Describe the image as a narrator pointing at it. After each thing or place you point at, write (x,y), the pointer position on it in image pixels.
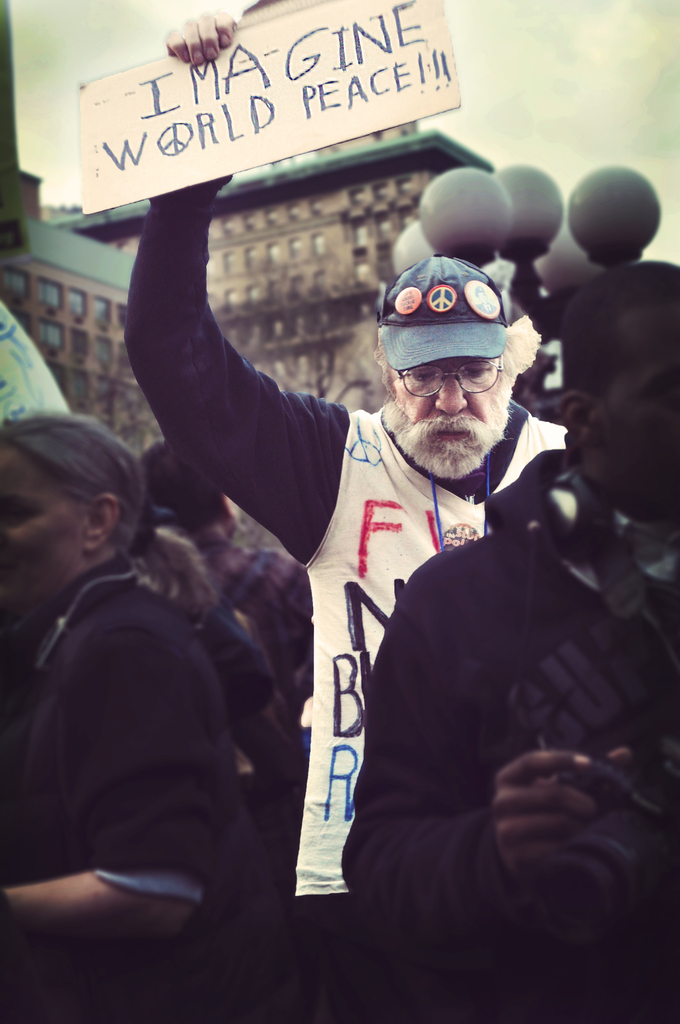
In the background (111,38) we can see the sky (42,38). In this picture we can see the buildings (357,208), lights (652,218) and people (433,586). We can see a man (468,440) wearing spectacles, cap (489,333) and he is holding a board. There is something written on a board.
